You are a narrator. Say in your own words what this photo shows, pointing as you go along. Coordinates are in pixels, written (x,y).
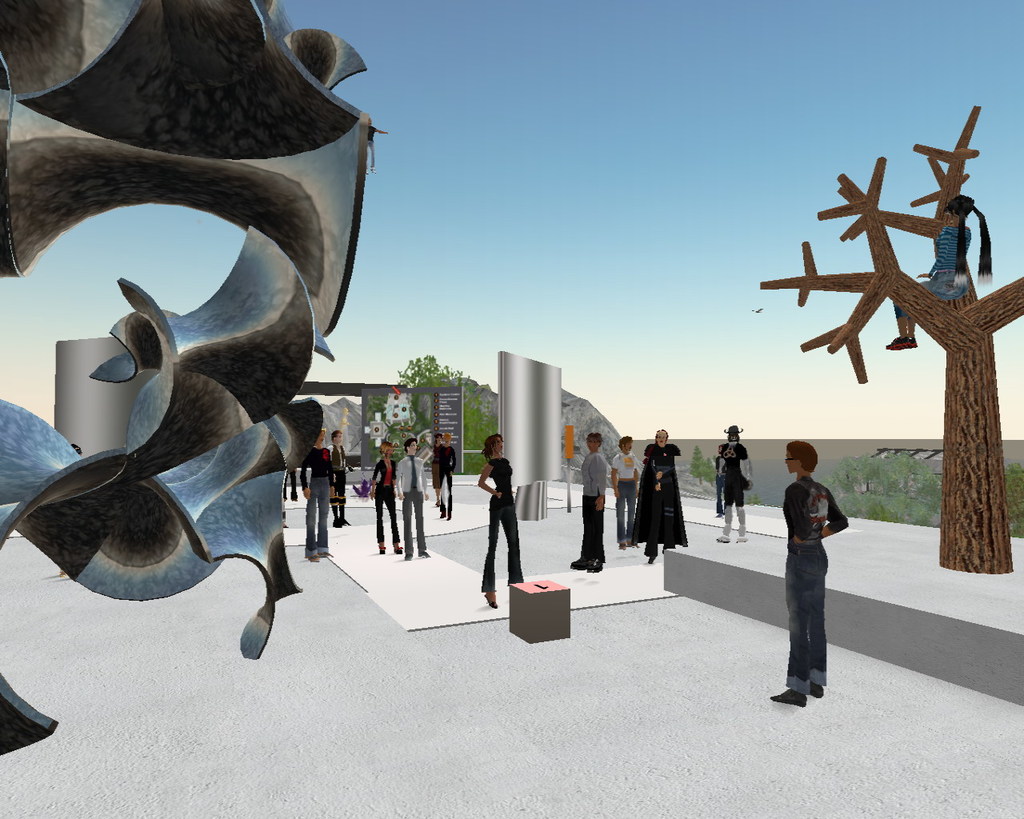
This is an animated and edited image where there are persons (406,497) standing and there are trees (695,470) and there are objects (512,429) which are silver and brown in colour.
